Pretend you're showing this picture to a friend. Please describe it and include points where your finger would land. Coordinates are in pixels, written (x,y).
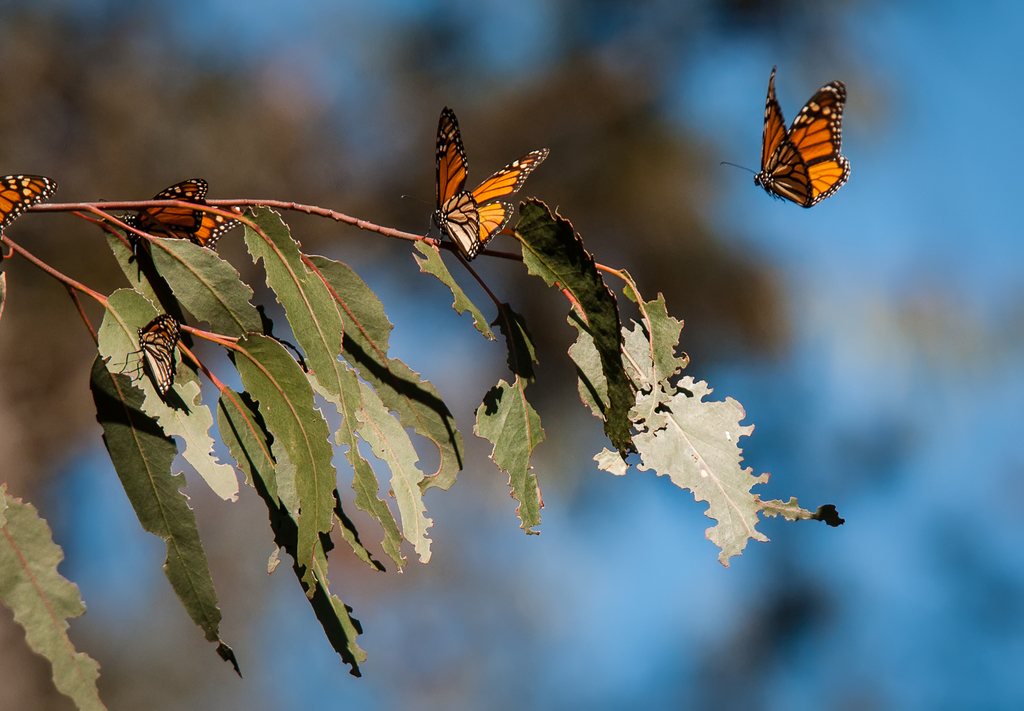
In this picture I can see few butterflies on the branch (348,218) and I can see leaves (255,467) and looks like a tree (434,153) in the background (295,91).
